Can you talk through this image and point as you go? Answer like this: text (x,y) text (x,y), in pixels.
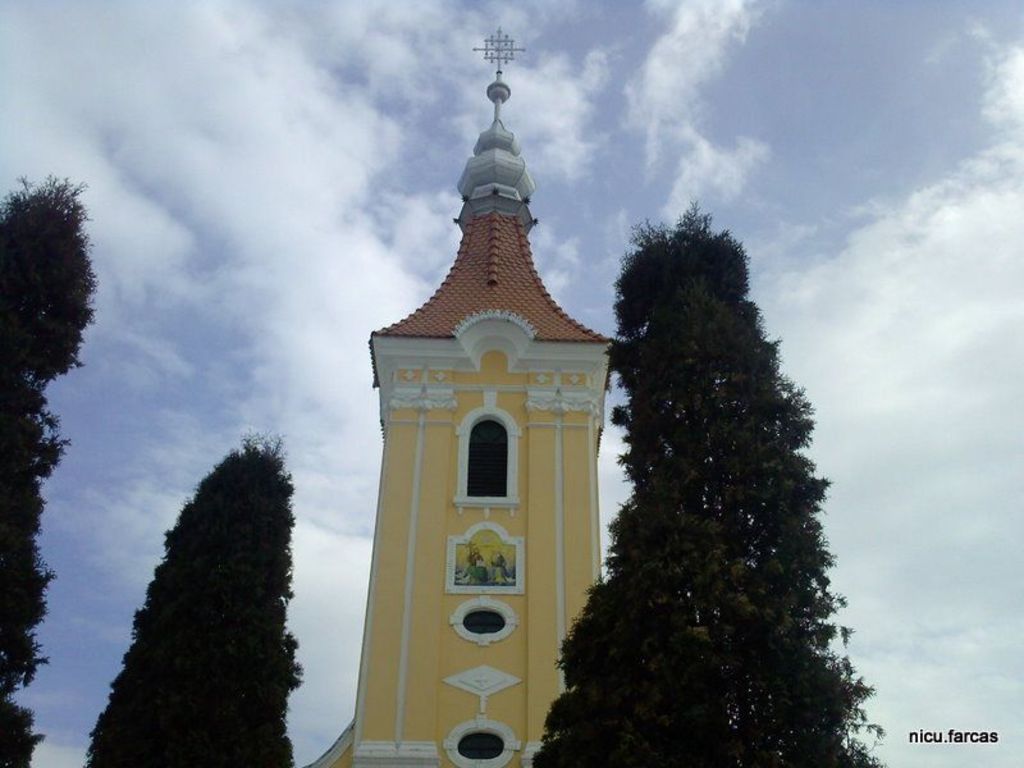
In the center of the image (417,321) there is a tower (486,481). At the bottom (586,686) there are trees (196,516). At the top (266,136) there is sky (671,165).
